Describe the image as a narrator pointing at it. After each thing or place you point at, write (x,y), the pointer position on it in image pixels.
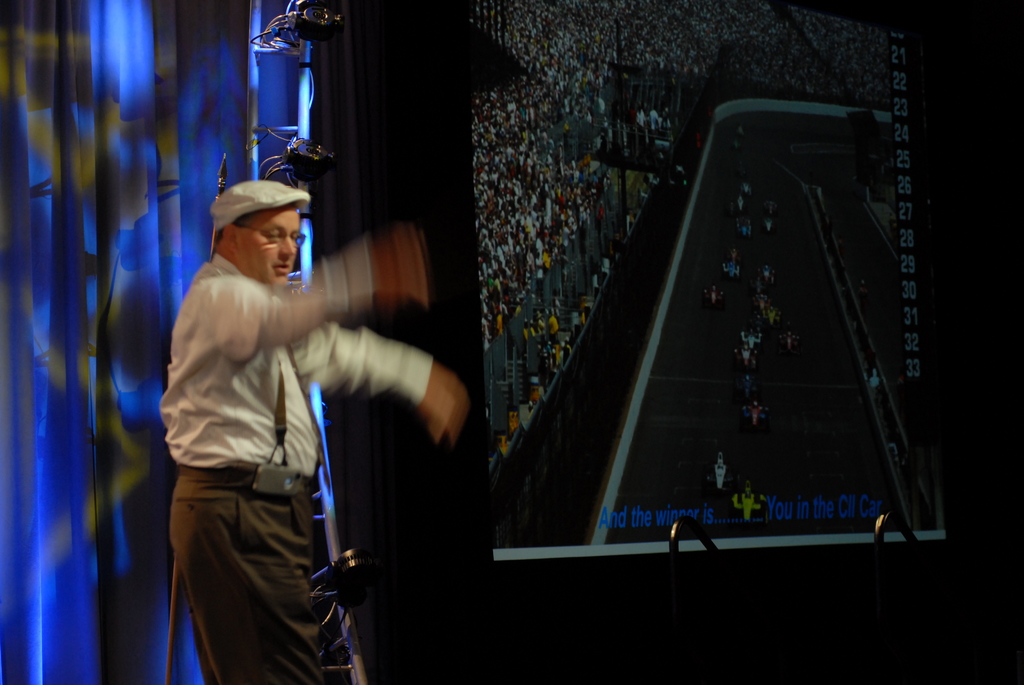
In this picture we can see a man (267,346) on the left side of the image (290,328), and he wore a cap (232,214), beside to him we can see a screen (752,234) few metal rods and curtains (87,207).
